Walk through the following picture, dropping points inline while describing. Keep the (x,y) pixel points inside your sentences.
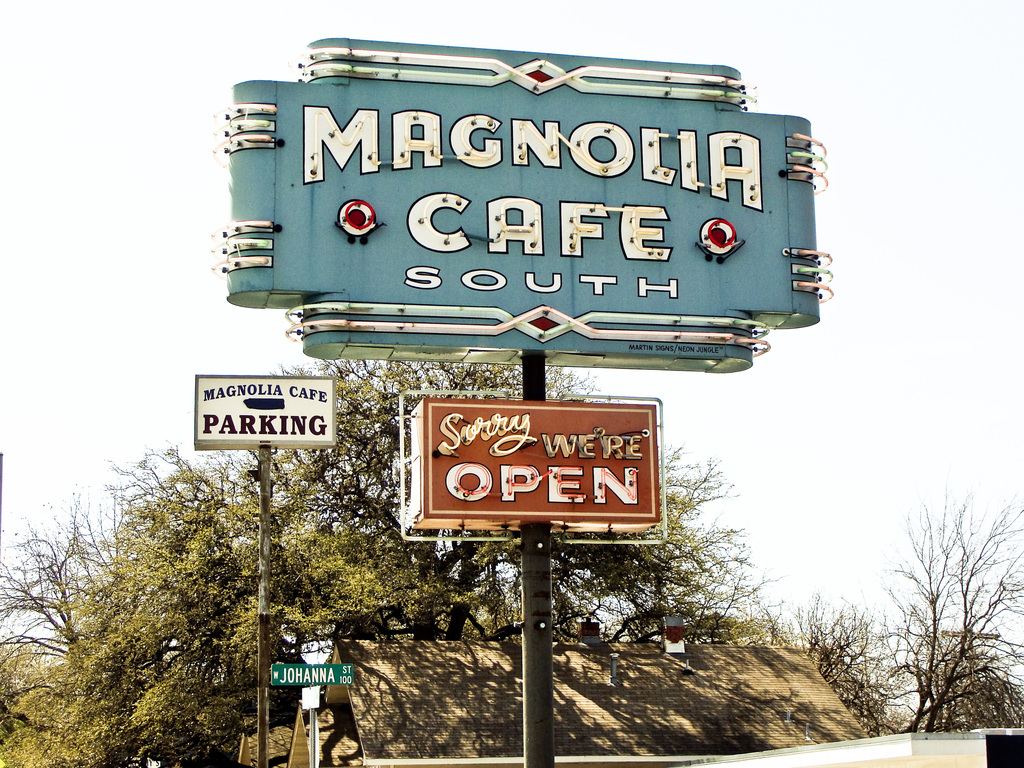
These are the sign boards (568,358) in the middle of an image (461,268). Behind them there are green color trees (496,621). At the top (107,166) it's a sky (115,196).
